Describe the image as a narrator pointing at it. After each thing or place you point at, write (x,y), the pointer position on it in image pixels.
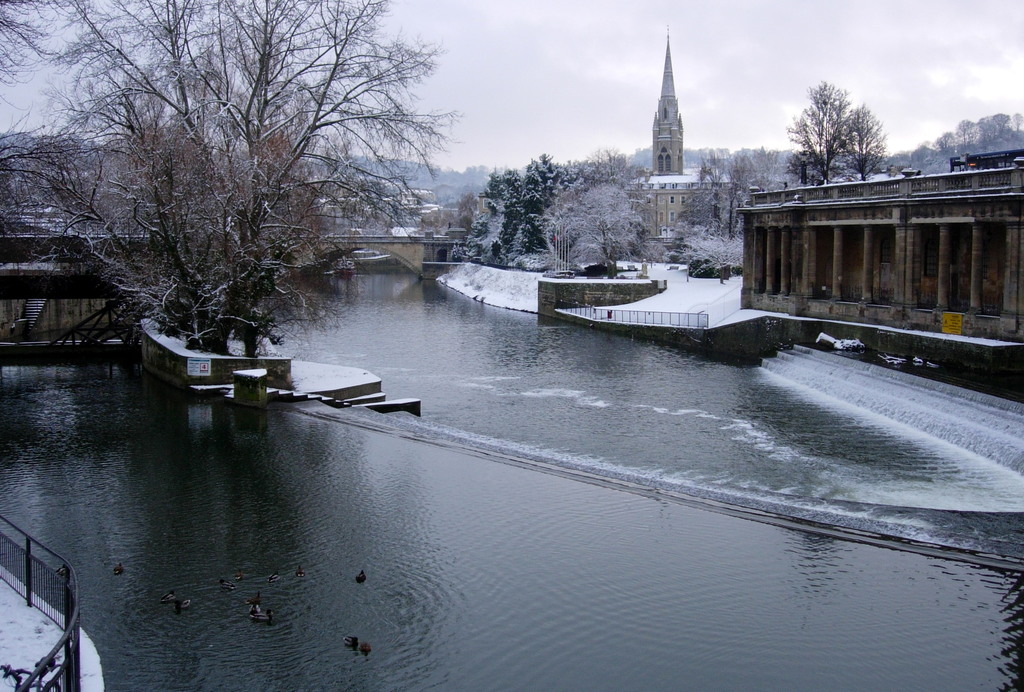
In this picture there are few ducks (253,611) on the water (297,598) and there is a fence (47,598) in the left corner (57,607) and there is a bridge (417,253) and there is a building (933,300) in the right corner (879,281) and there are few buildings (675,176) and trees (580,204) covered with snow (706,180) in the background (751,175).
